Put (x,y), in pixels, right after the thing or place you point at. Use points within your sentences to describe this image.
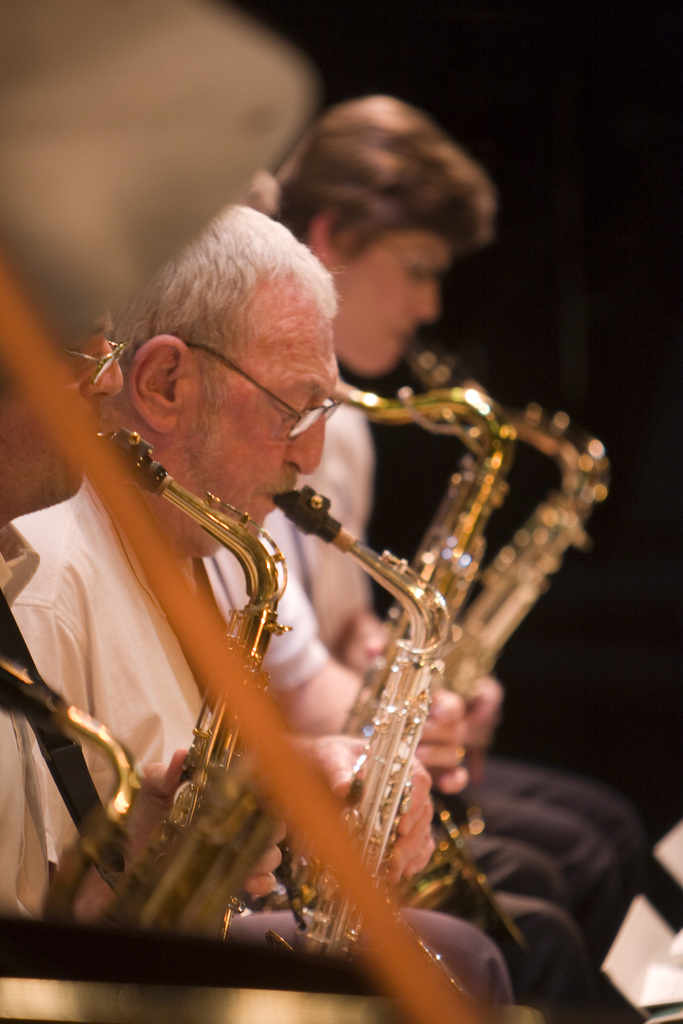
In this image in the foreground (312,348) there are three persons (364,366) who are sitting, and they are holding a musical instruments (202,749) and playing.
